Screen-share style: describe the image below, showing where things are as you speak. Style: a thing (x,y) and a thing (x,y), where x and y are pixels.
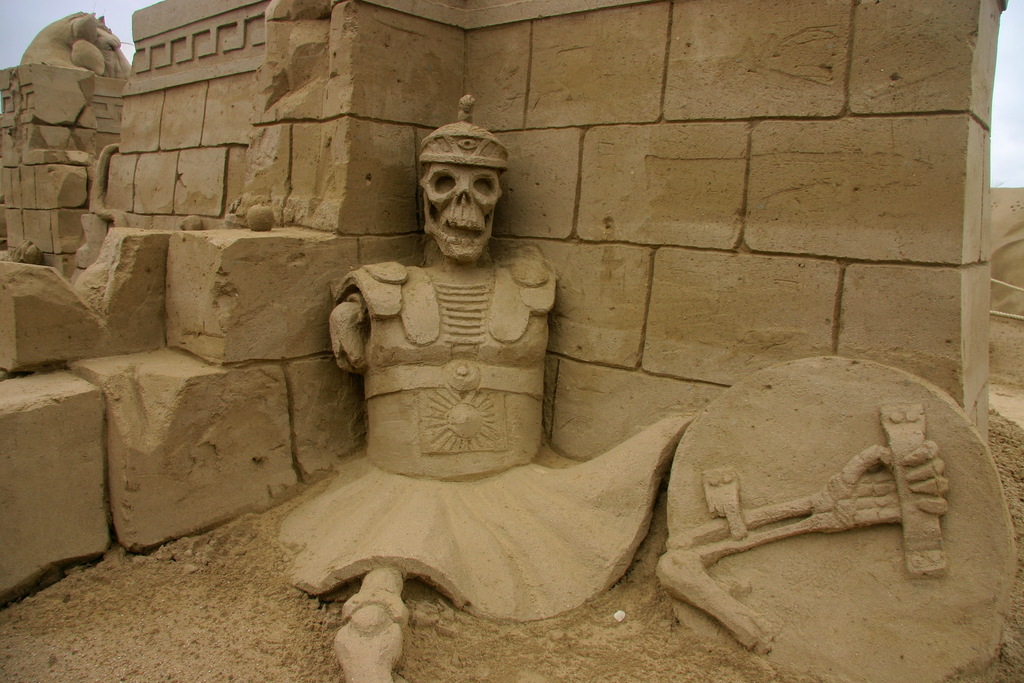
In this image we can see some sculptures (364,285), and the wall (555,236), also we can see the sky (8,41).
